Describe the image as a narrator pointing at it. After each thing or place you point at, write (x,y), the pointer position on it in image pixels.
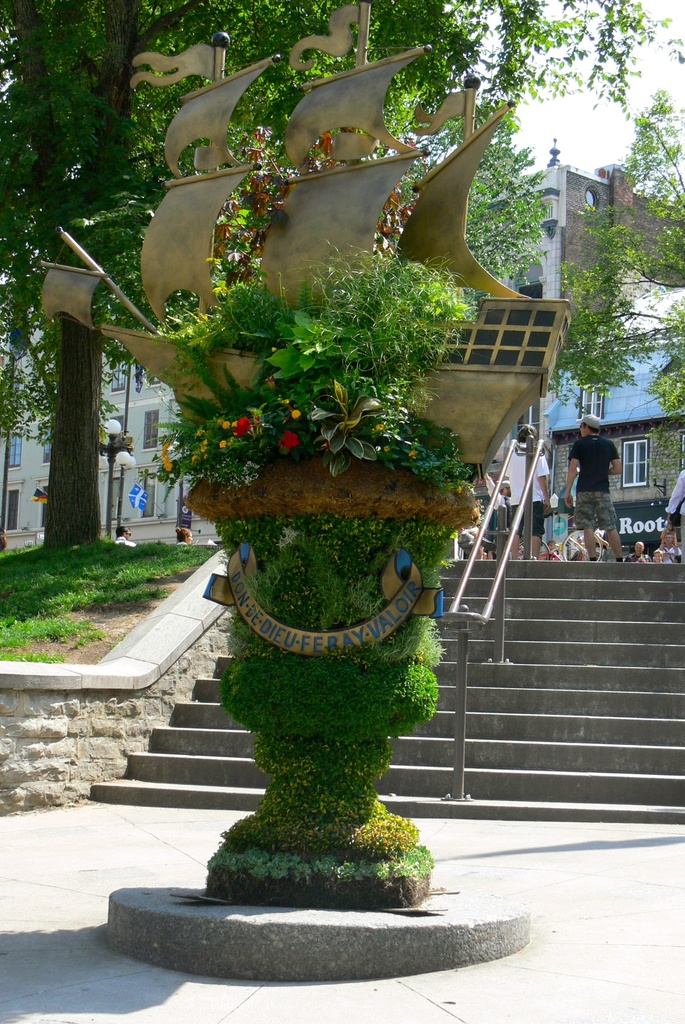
In this image we can see a few people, there is a staircase (533,562), trees (557,28), flowers (295,417), plants (345,353), light pole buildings (609,399), ship (121,295), also we can see the sky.
